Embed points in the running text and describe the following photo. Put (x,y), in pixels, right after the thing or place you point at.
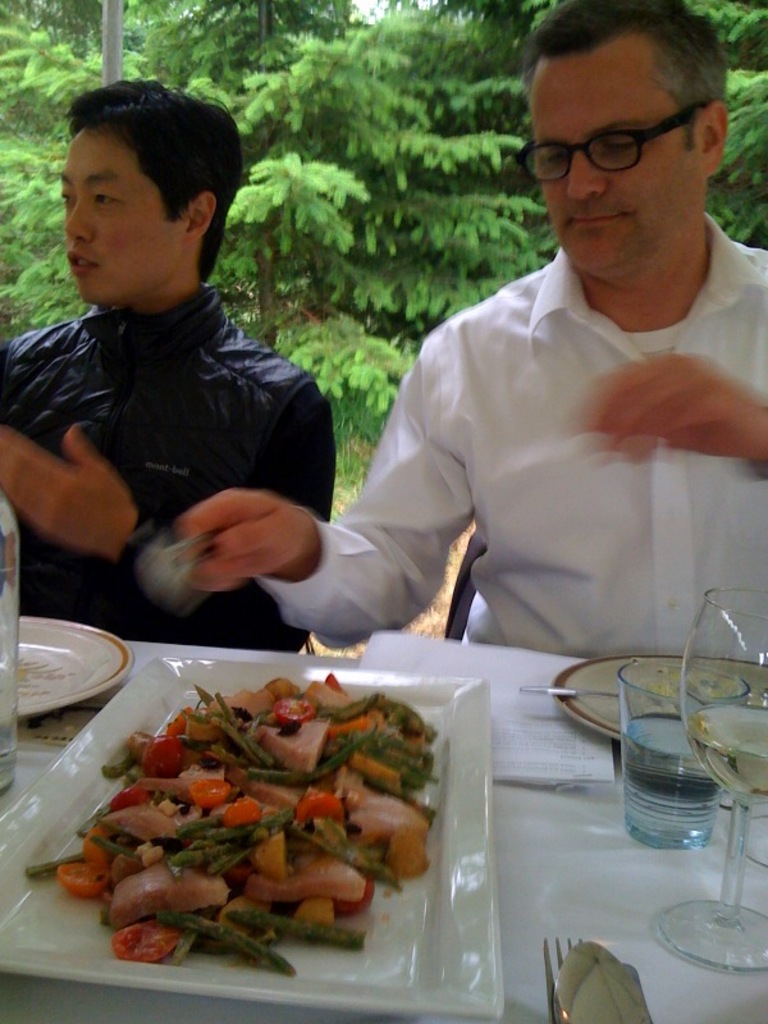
In this picture we can see a man (606,504) wearing white shirt (654,500) and sitting on a chair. Beside there is a boy (221,432) wearing black jacket (196,421) and sitting. In the front (626,852) there is a food plate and glass (674,791) on the dining table (719,818). In the background (360,272) we can see some trees (403,258).
